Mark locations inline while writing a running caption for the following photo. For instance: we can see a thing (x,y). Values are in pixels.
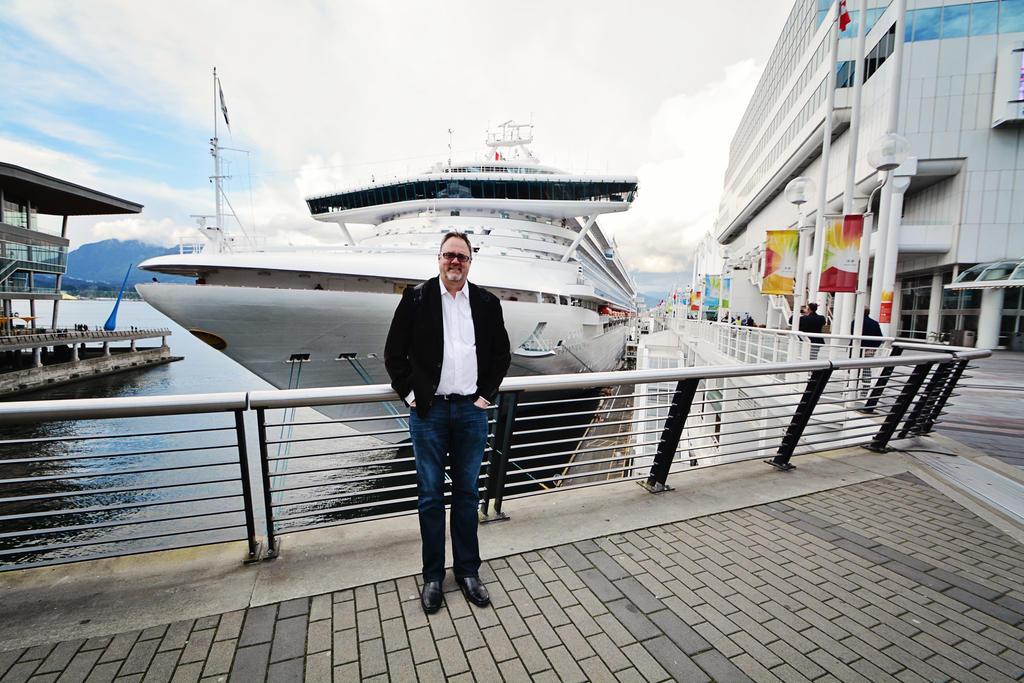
In this image we can see a watercraft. There is a building (837,112) at the right side of the image (839,132). There are many flags (833,255) at the right side of the image (784,266). We can see the sea (210,386) in the image. We can see the clouds (369,84) in the image. There are many people (816,339) at the right side of the image (809,326). There are few lights (804,209) at the right side of the image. We can see the reflection (981,19) of clouds (951,24) on the glasses (970,19) of the building (964,17) at the right side of the image (975,19).
